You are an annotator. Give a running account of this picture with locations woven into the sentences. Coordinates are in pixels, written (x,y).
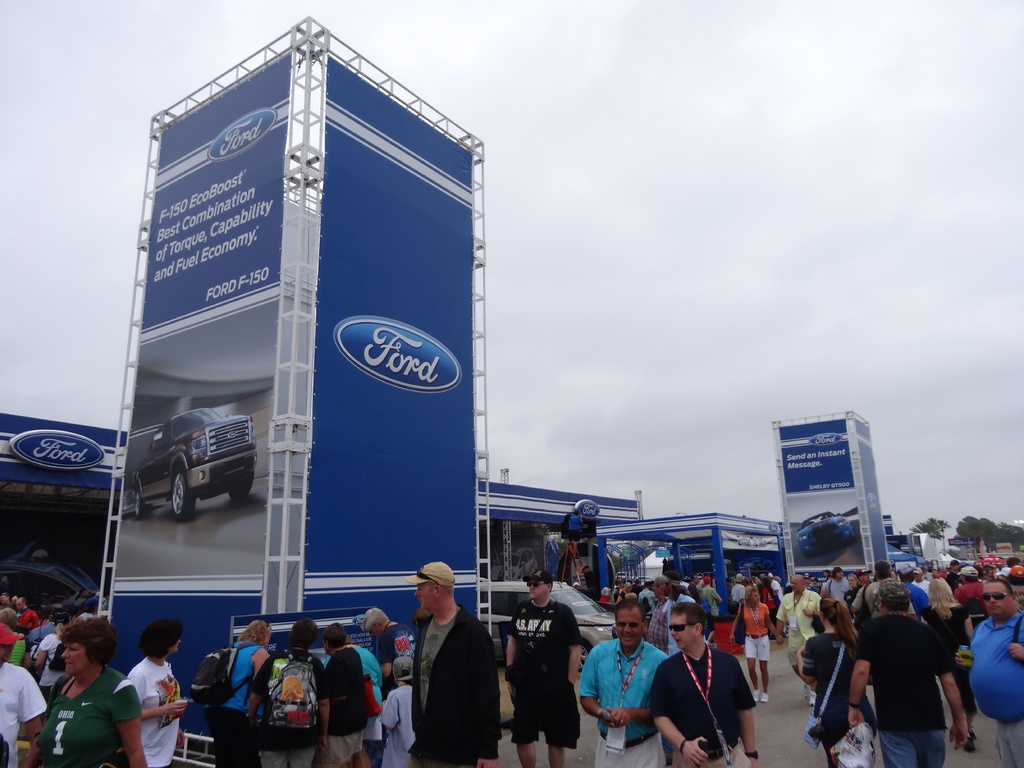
In this image I can see group of people (943,632) some are standing and some are walking, background (381,430) I can see few boards (366,430) in blue color and they are attached to the poles (304,509), trees (1019,534) in green color and the sky (769,266) is in white color.
